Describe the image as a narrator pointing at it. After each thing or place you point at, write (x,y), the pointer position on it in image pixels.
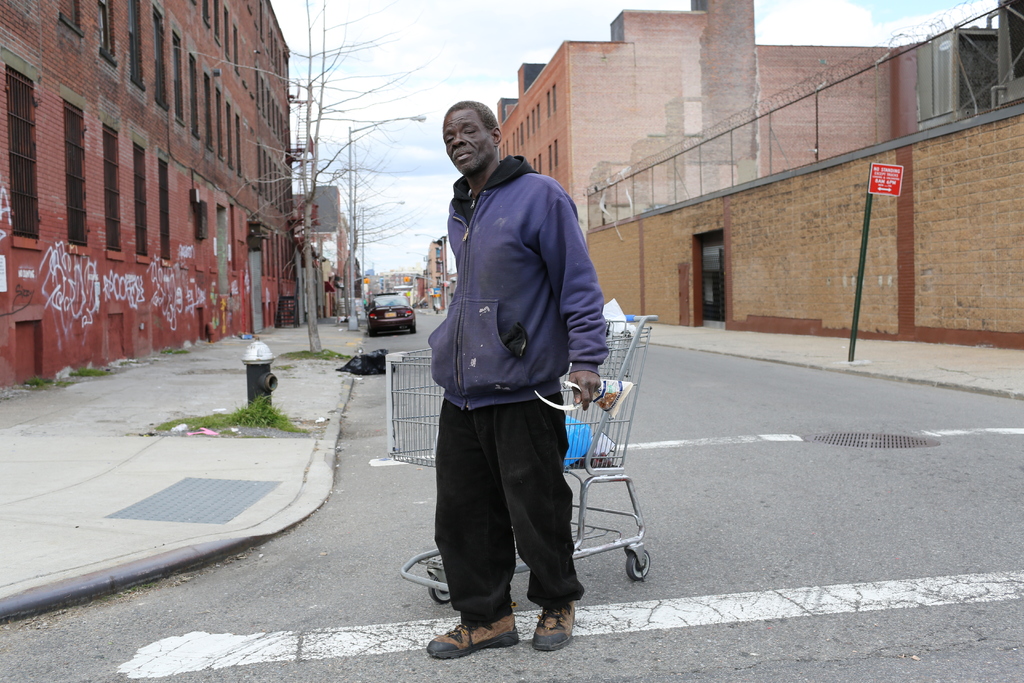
In this image, we can see a person (518,429) who is holding an object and he is standing on the road (755,498). On the left (59,165) and right side (934,236), we can see some buildings (841,203) and poles (853,355). There are trees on the left side (297,109). There are also some cars (410,304) on the road (419,313). In the background (452,21), we can see the sky (442,113).
